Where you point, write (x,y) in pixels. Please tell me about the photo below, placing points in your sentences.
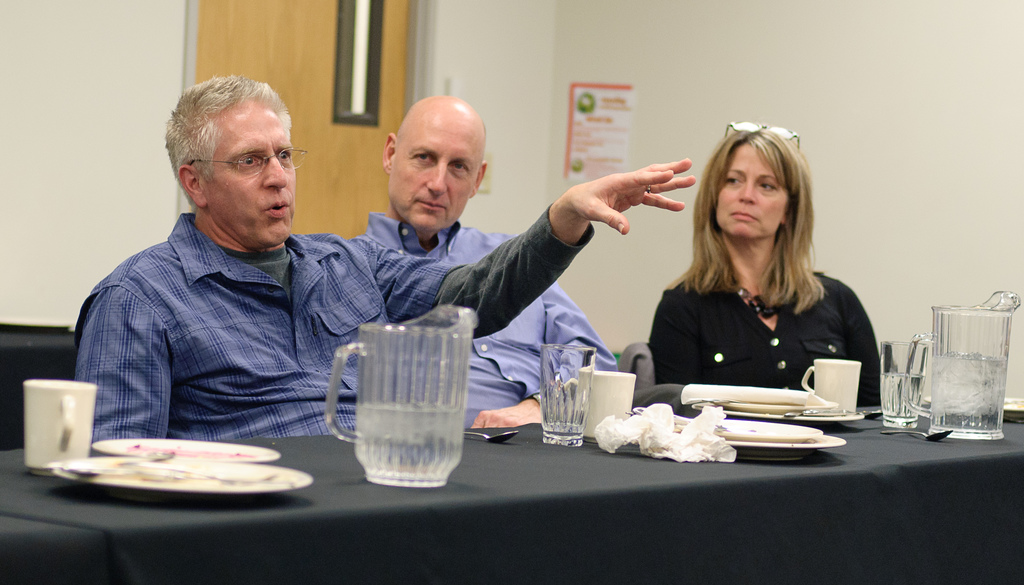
In this image there are three people (222,313) sitting in front of the table (582,461). On the table (621,470) there are few plates (186,459), cups (617,403), glasses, jars (946,403), used tissues (720,420) and a few other objects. In the background (912,68) there is a poster (598,119) attached to the wall (530,89) and a closed door (389,77).
